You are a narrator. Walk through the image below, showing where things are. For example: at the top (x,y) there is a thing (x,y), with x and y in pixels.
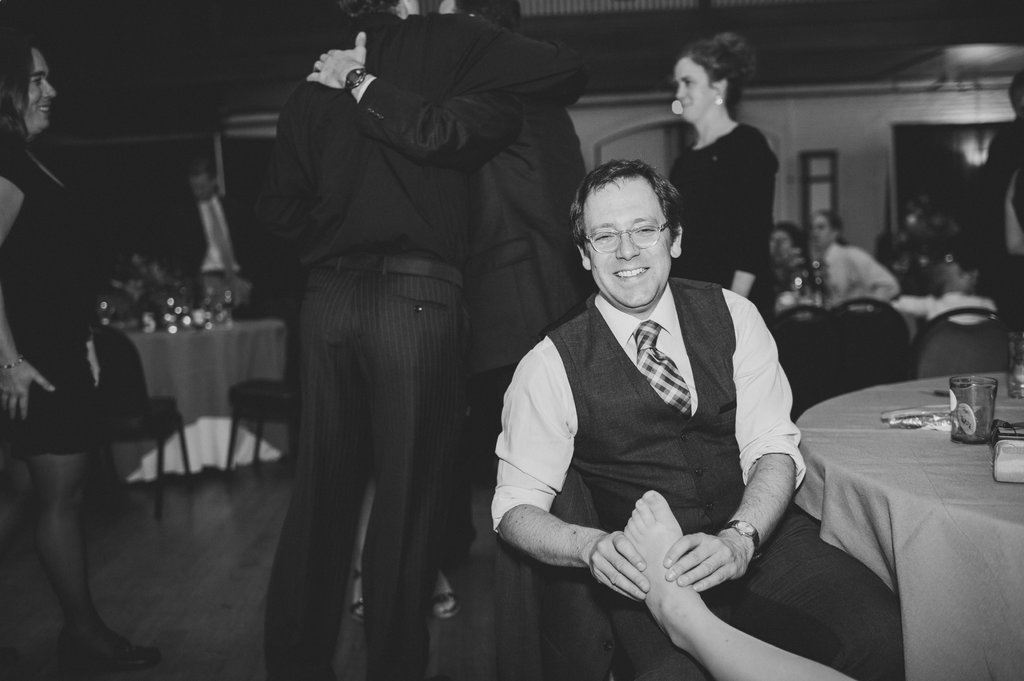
This is a black and white image, in this image there are few people (951,277) sitting on chairs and few (434,279) are standing and there are tables (989,500), on that tables (949,459) there are glasses (970,428), in the background (867,121) there is a wall (848,148).
